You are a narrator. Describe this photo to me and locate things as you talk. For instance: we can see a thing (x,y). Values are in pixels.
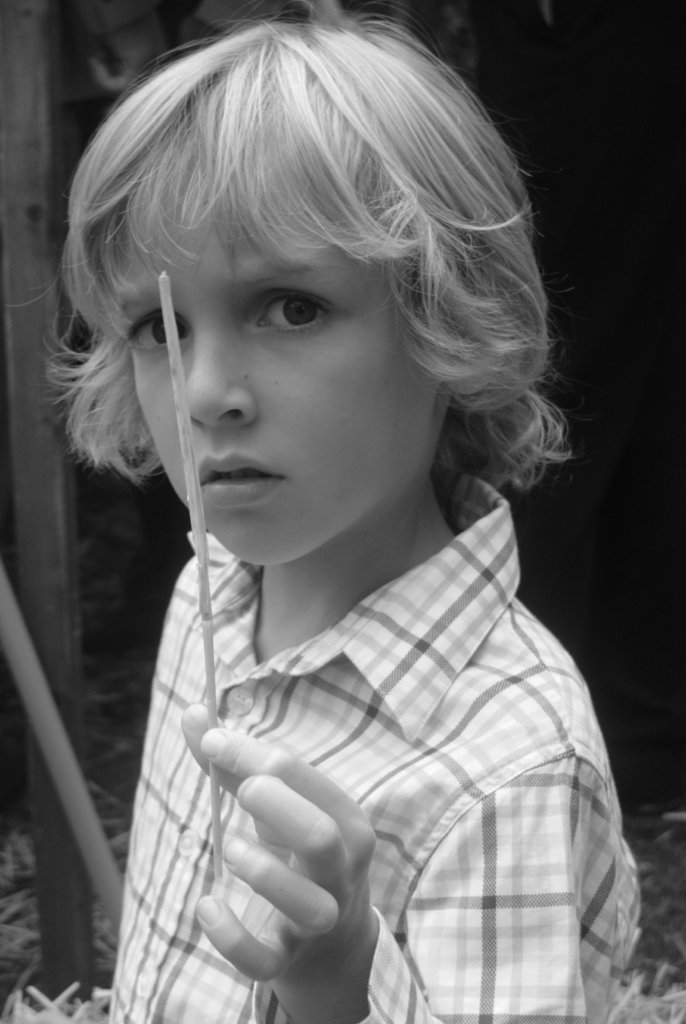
In the image we can see there is a kid (356,552) standing and he is holding a dry stick (203,602) in his hand (253,940). The image is in black and white colour.
